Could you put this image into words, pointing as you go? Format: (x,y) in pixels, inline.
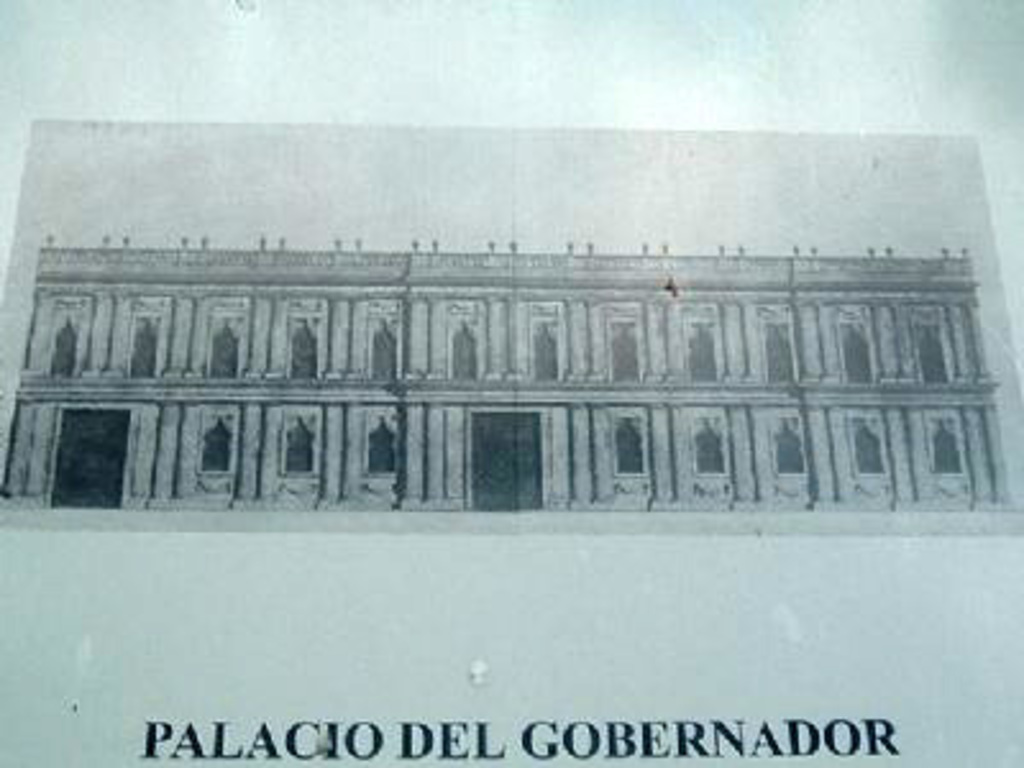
In the center of this picture (547,303) we can see the picture of a building (87,283) and the text (697,737) on the image and we can see the windows (625,434) and doors (475,486) of the building (615,438). The background of the image (543,9) is white in color.
